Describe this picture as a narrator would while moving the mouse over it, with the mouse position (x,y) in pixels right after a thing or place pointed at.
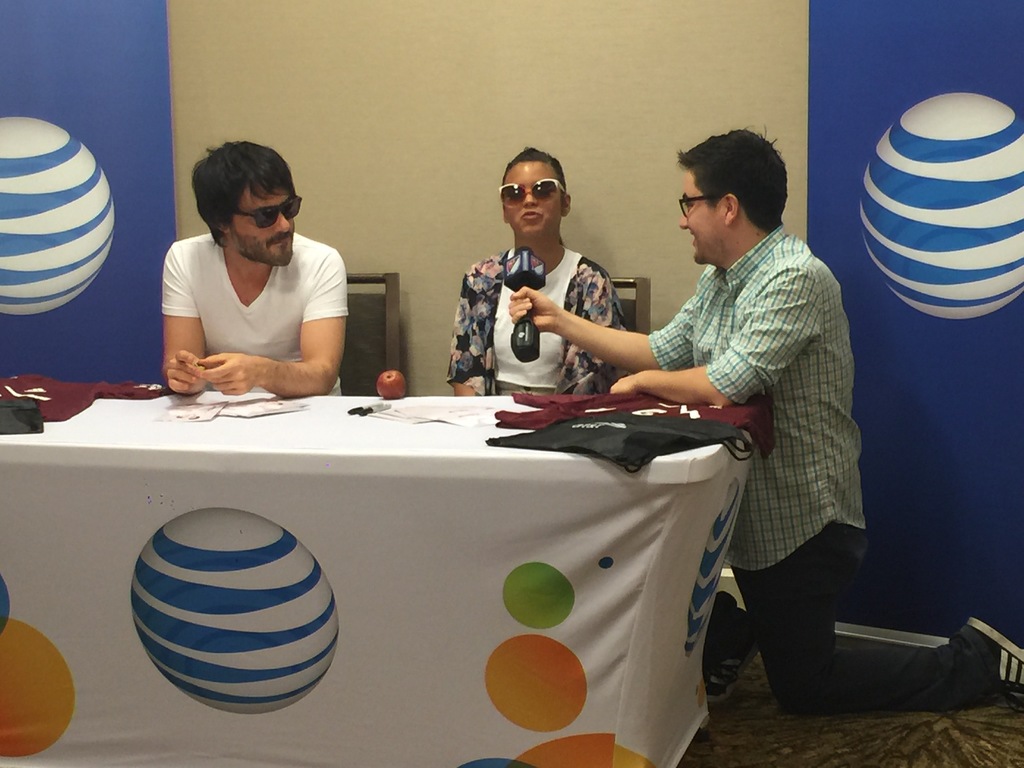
On the background (520,95) we can see a wall (464,108) and flexis (939,141). We can see two persons (231,287) sitting on chairs (361,294) in front of a table (410,468) and on the table (404,445) we can see apple (394,381), papers (416,407), pens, bag (696,434). We can see this man (767,246) at the right side of the picture (790,446) kneeling down and holding a mike (536,277) in his hand (511,320). This is a floor (993,738).
